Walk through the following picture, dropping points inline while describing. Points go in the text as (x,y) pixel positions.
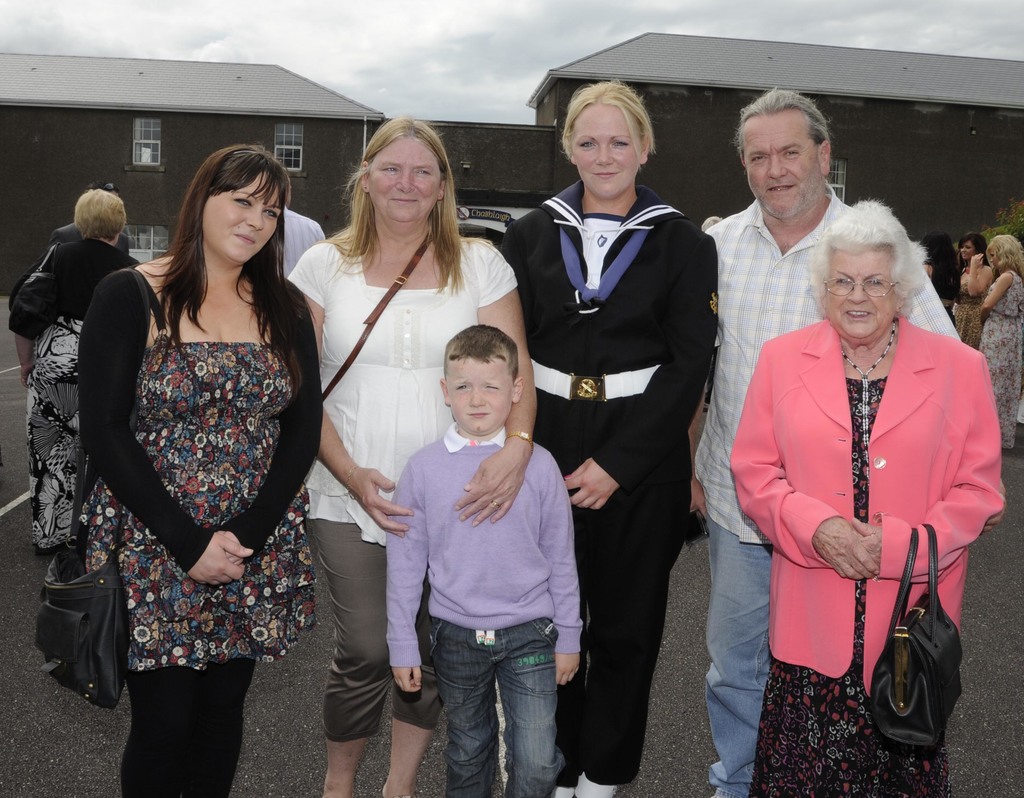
In this image there are six persons (239,471) standing and smiling, and in the background (62,223) there are group of people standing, buildings (60,112), sky (302,29).
